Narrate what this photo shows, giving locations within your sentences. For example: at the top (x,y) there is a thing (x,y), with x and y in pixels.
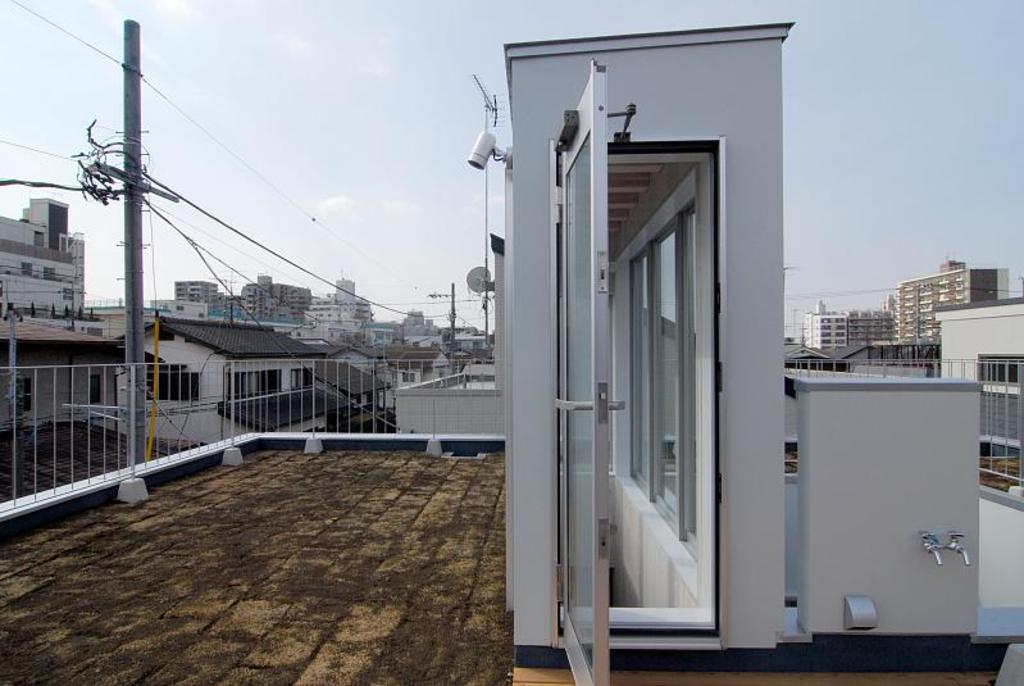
In this image I can see few electric poles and I can also see few buildings (745,309) in white, brown and cream color, the railing (220,388). In the background (298,116) the sky (314,57) is in white color.
